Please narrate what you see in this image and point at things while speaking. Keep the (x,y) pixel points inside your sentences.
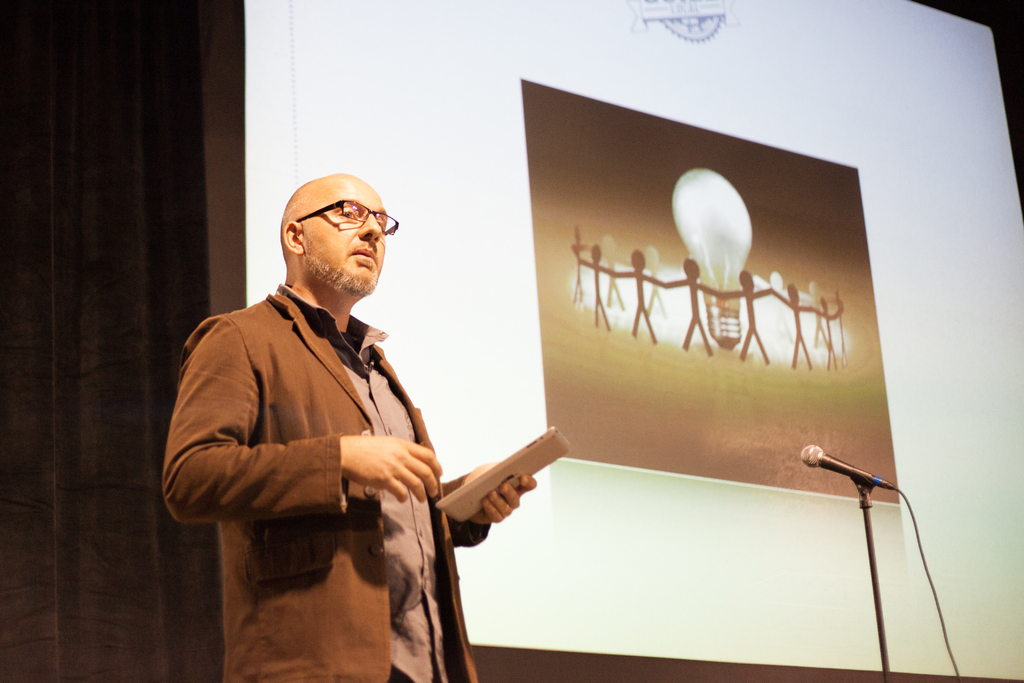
In the front of the image (396,519) I can see a person (389,494) and mic stand (868,506). Person (313,267) wore a jacket (302,492) and holding an object (511,480). In the background of the image (528,387) there is a screen (389,67). I can see a picture (603,164) on the screen (428,157).
